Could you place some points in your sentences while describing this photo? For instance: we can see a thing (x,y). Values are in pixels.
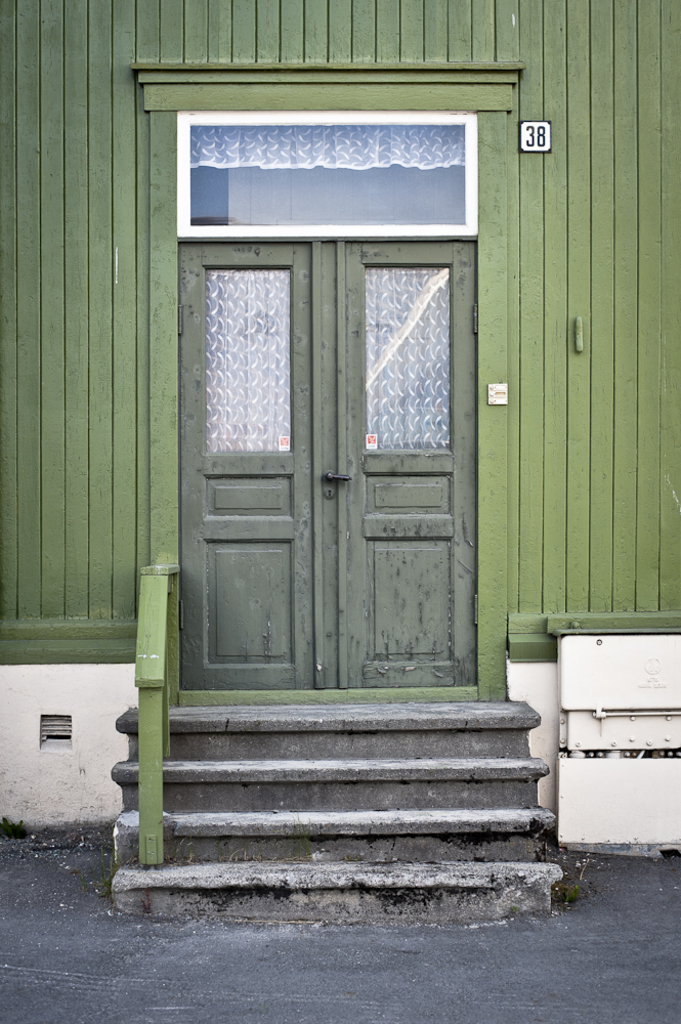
In this image, we can see a wooden wall (538,210). There is a door (441,288) in the middle of the image (390,398). There are steps (441,752) at the bottom of the image (404,839).
